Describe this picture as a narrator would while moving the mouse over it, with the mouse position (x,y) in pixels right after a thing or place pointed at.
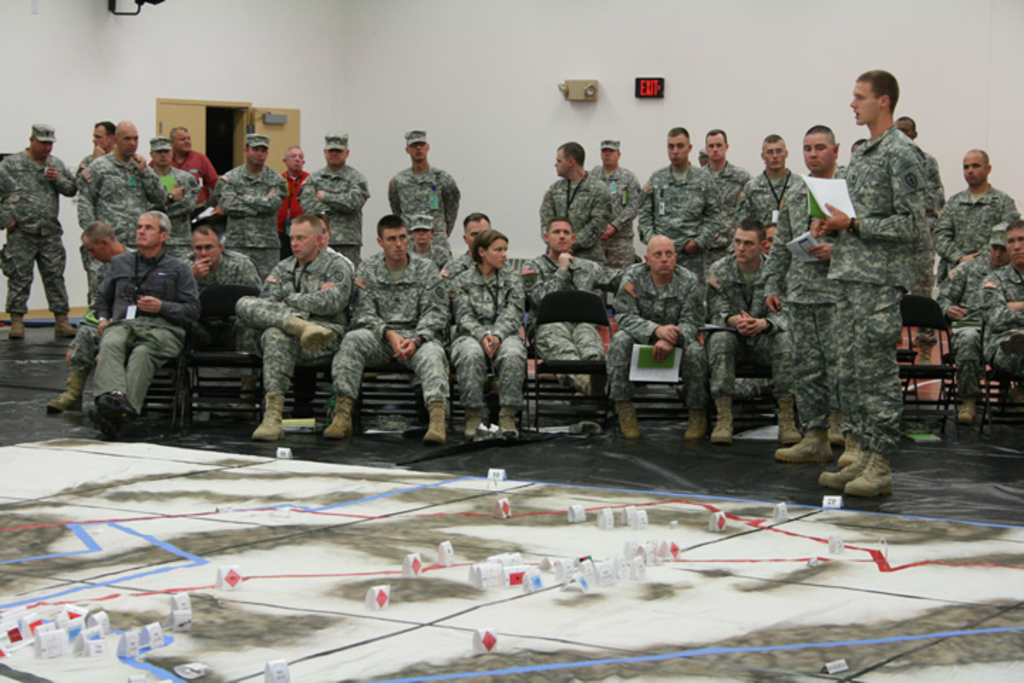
There are groups of people (573,278) and standing. This looks like an exit board (640,93), which is attached to the wall (689,95). This is the door (197,127). This looks like a map (912,579), which is placed on the floor (963,503).
